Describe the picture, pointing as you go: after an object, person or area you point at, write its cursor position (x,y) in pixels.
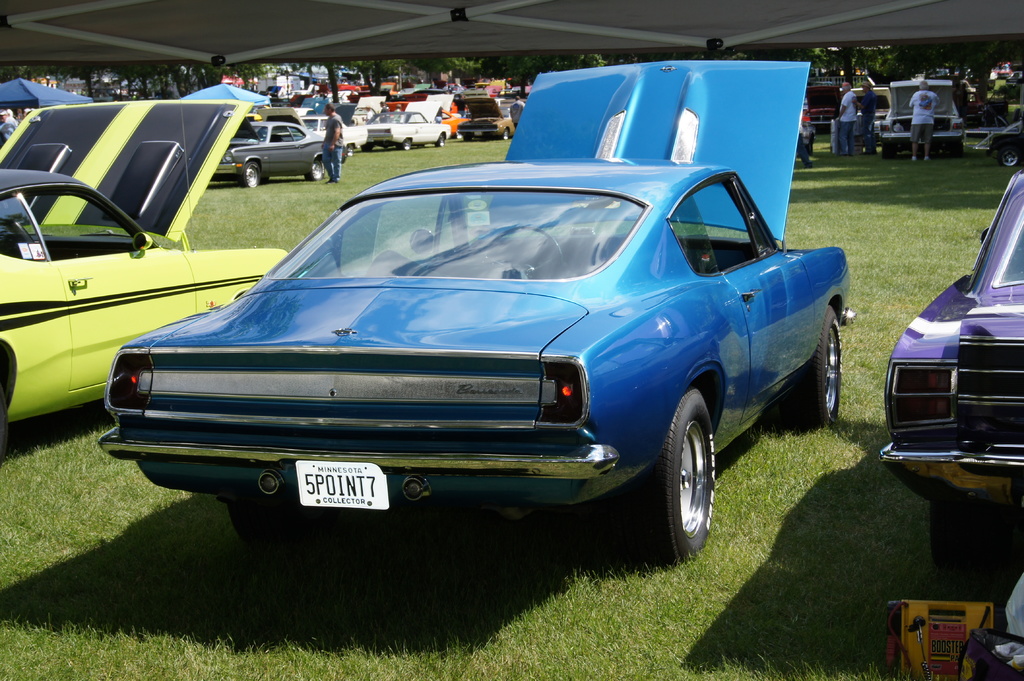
In this image we can see three cars (358,315) on the grassy land (373,578). In the background of the image (299,86), we can see cars (268,111), trees (446,70) and people (855,110). In the bottom right of the image (943,618), we can see two objects (963,613). At the top of the image (623,27), there is a shelter (384,31).
